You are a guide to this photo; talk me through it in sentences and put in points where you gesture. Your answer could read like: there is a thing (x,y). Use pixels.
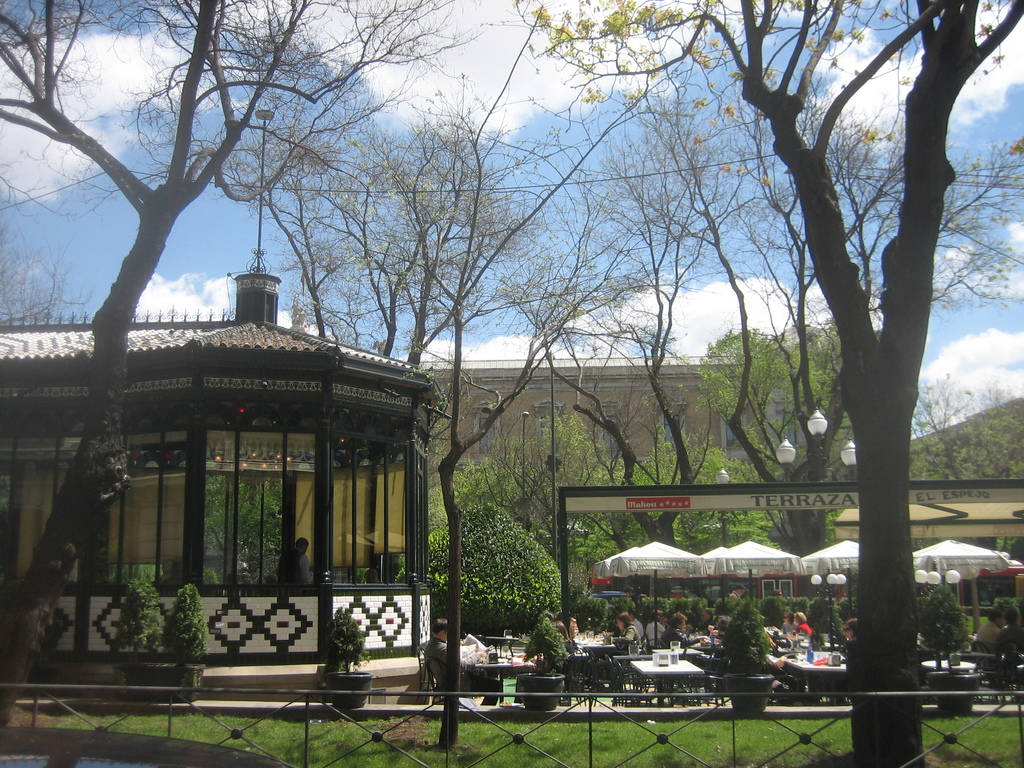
In this image I can see the iron fence (939,693) and grass (980,752) on the bottom side of the image (1002,749). I can also see few buildings (603,380), number of trees (996,454), few poles (566,553), few lights (936,583), few white colour things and number of people (569,636). I can also see number of tables (648,670) and on it I can see number of stuffs (658,657). In the background (708,301) I can see clouds (1004,66) and the sky (585,206). In the center of the image (648,503) I can see something is written on a thing (772,495) and on the top side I can see a wire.
